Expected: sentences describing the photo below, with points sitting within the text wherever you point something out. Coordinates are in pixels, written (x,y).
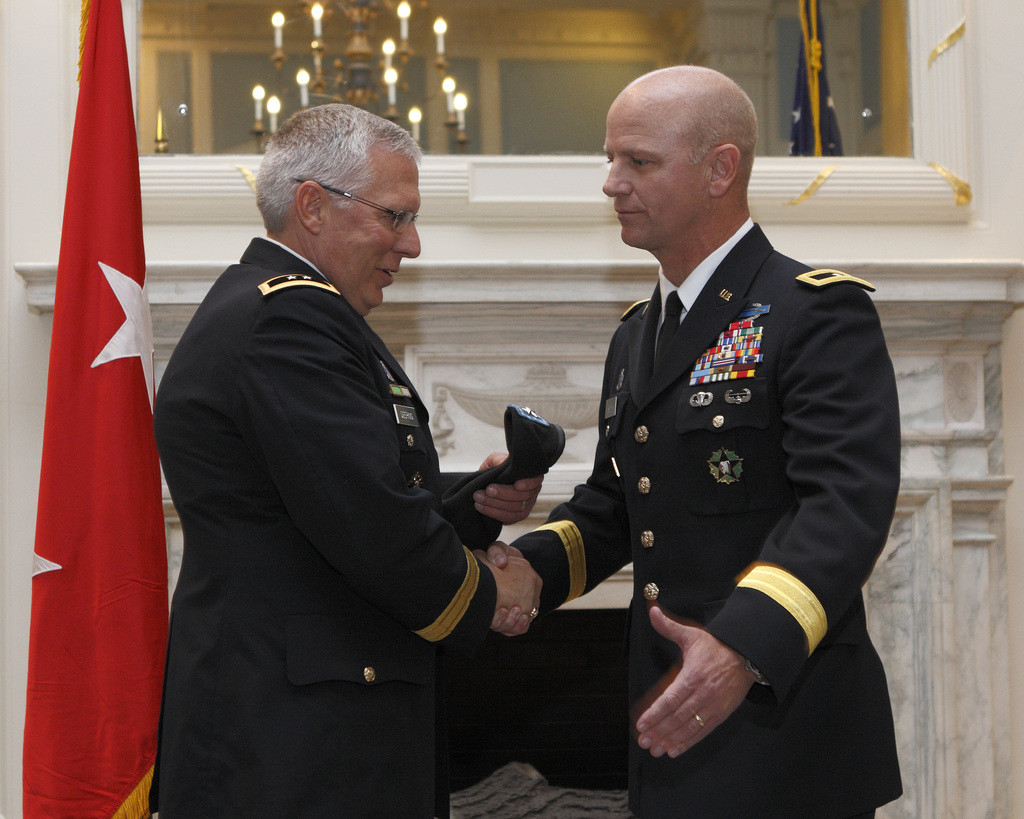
In this picture we can see two men (270,406) are shaking hands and a man (332,640) wore a spectacle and holding a cap (519,445) with his hand (482,465) and smiling and beside them we can see a flag (107,526) and in the background (360,25) we can see a chandelier (349,31), flag (807,142), mirror (316,61) and some objects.
